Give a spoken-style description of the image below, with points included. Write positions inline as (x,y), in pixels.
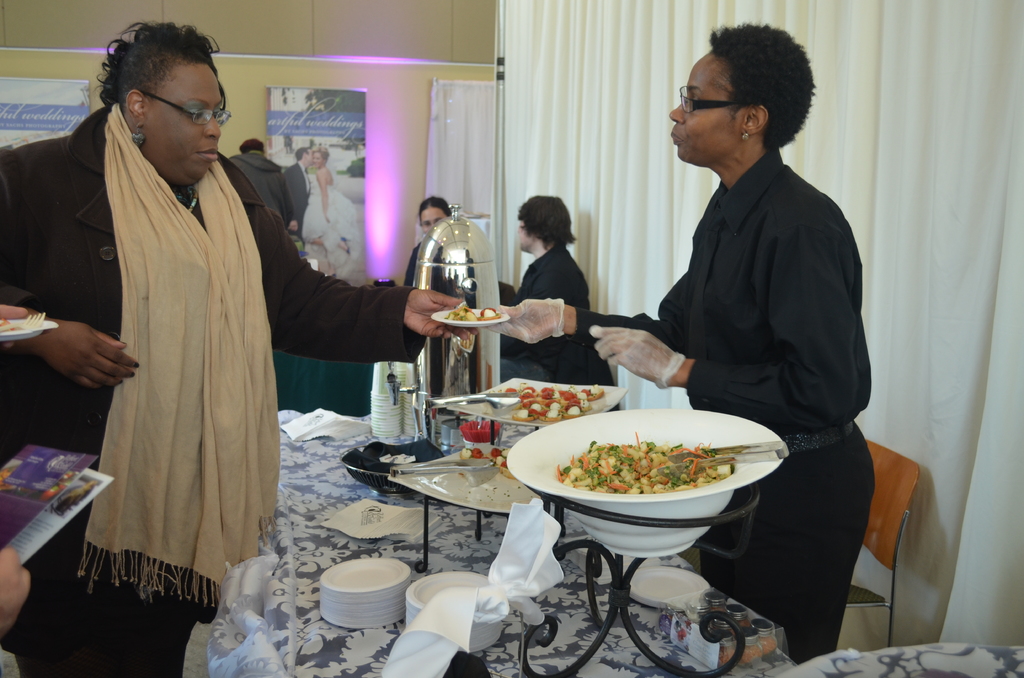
In this picture there is a dining table (302,543) in the center of the image (463,317), which contains bowls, flask (451,262), and other food items (587,404) on it, there is a lady (215,196) who is standing on the left side of the image (114,296) and there are other people (263,173) in the center of the image (576,251), there is a white color curtain (878,129) and a chair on the right side of the image (858,118).
